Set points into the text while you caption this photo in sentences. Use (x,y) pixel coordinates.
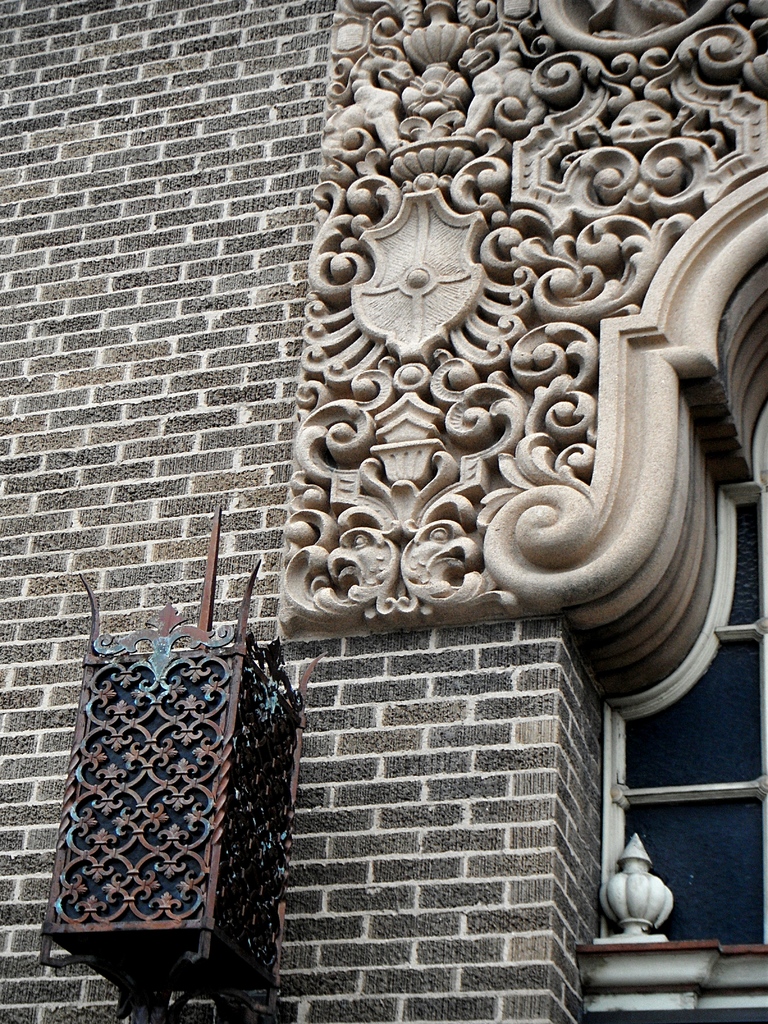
In this picture there is a beautifully crafted design arch (497,527) on the brick wall (108,78). In the front (228,823) we can see the metal design light box (172,808) hanging on the wall (20,811).
